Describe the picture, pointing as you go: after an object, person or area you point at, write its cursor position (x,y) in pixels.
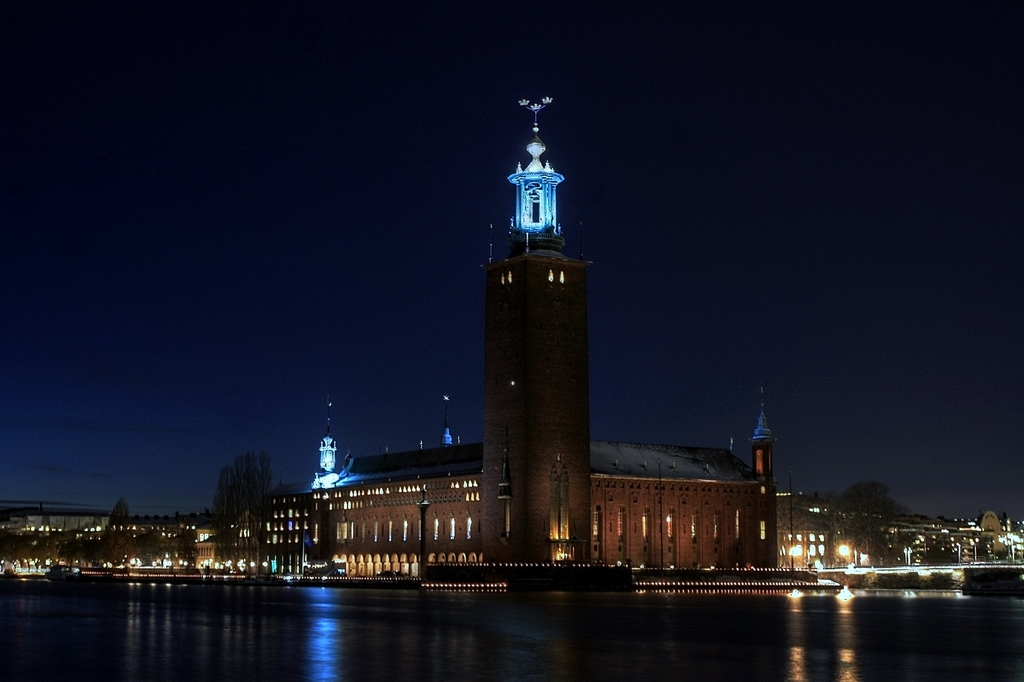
In the foreground of the picture (210,640) there is a water body (336,604). In the center of the picture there are buildings (412,524), lights (352,532) and trees (244,487).
